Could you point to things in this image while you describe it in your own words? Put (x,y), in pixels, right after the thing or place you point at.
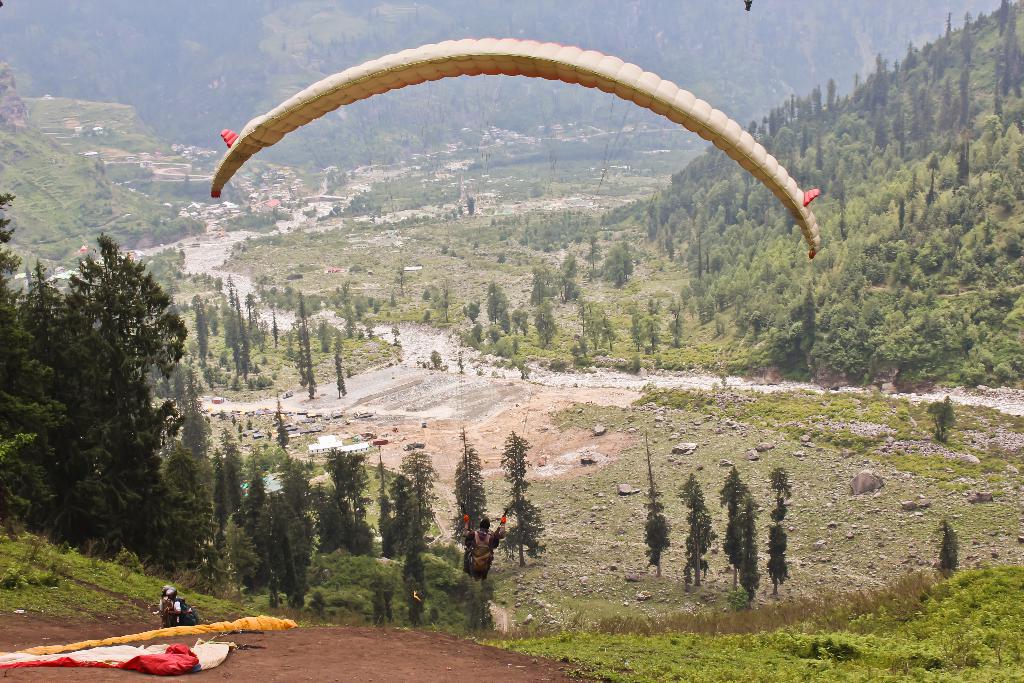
In this picture I can see few persons (486,551), there is a person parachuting with a parachute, there are buildings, there are trees (1001,344) and hills (343,139).
